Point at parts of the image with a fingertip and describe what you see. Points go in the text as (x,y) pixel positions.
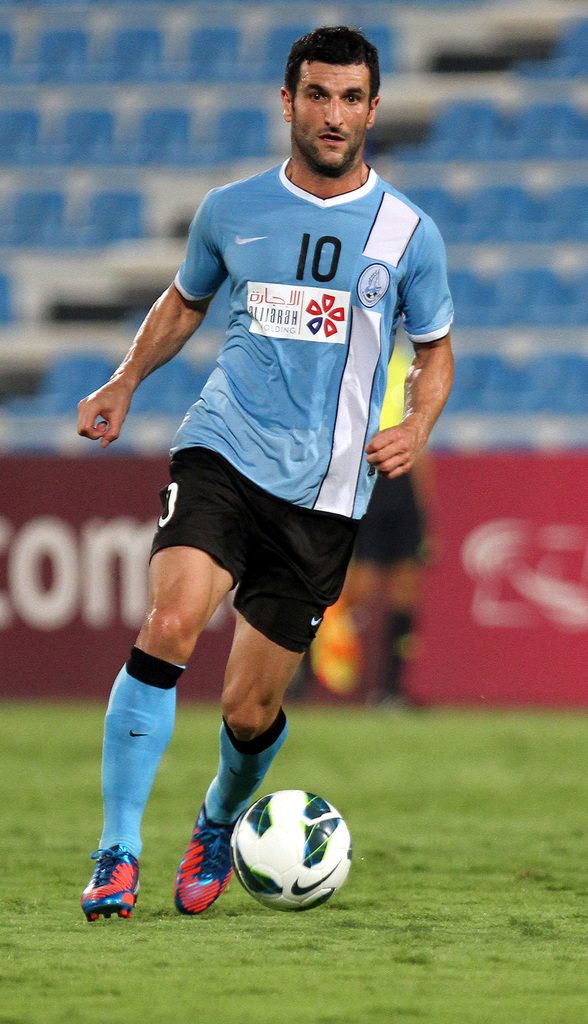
There is a person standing in the center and he is playing a football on the field (28,827).
